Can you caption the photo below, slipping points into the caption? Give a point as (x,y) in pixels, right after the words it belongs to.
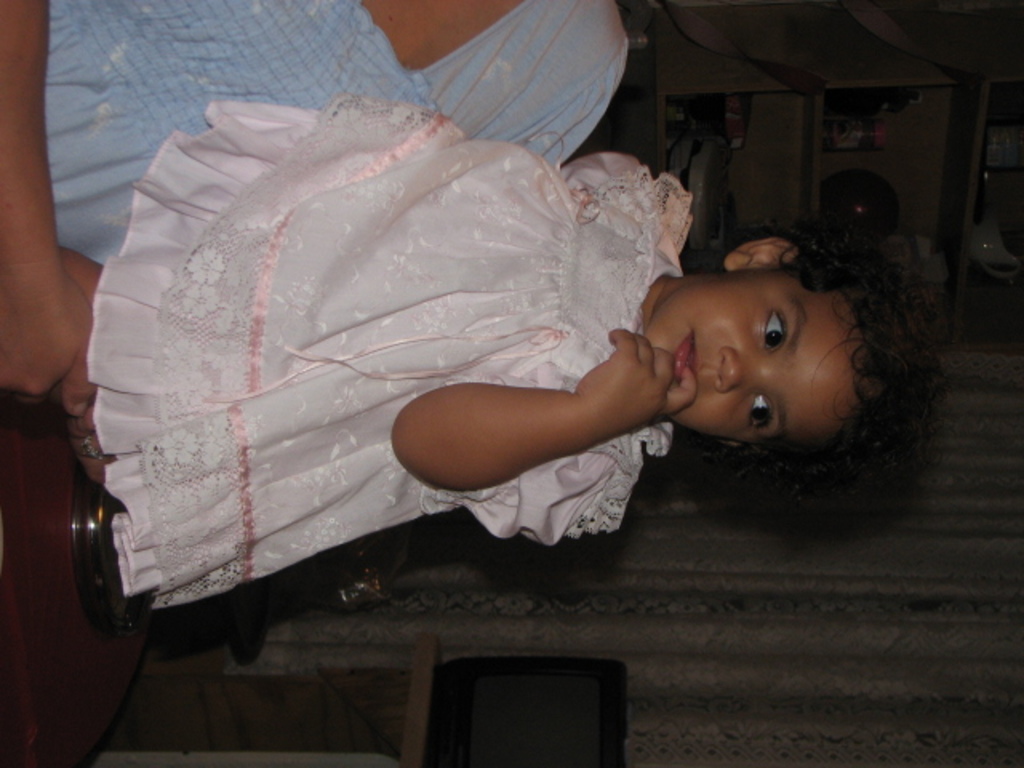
In the picture we can see a person (289,59) holding a baby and she is in pink frock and behind her we can see a curtain (768,637) and near it, we can see a table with a television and some racks (926,139) on the other side with something are placed in it.
